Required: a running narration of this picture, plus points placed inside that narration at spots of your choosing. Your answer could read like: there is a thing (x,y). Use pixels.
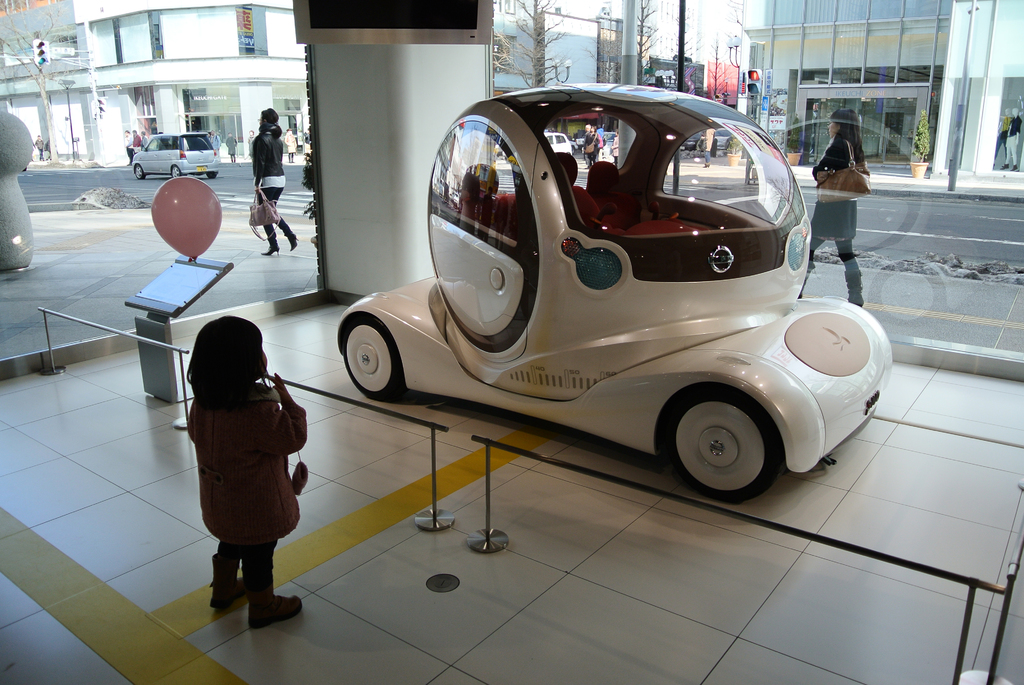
A child (235,446) is standing. There is a fence (80,320) and there is a car (558,282). People (285,223) are walking and there is a glass wall (957,294). There is a car (138,164) on the road (147,182). There are traffic signals (43,55), trees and buildings (153,90) at the back (153,90).
